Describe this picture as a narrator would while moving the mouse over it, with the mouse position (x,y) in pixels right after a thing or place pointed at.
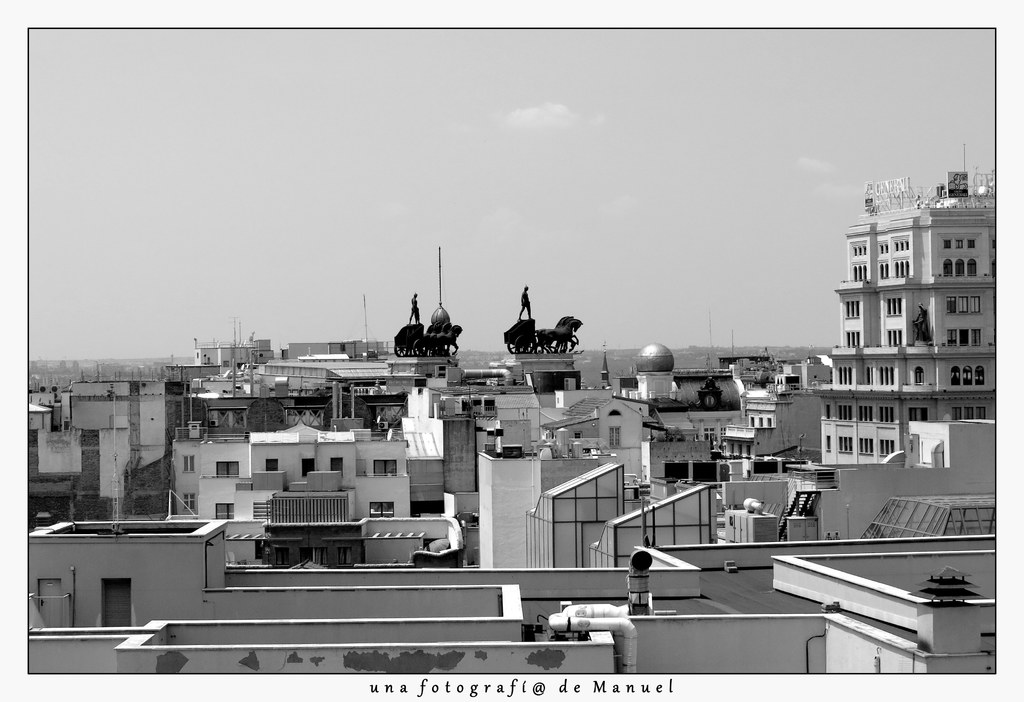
In the picture we can see many houses (87,447), buildings (320,444) and on one building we can see two horse carts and besides, we can see a huge building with many windows (891,419) and in the background (626,212) we can see the sky (604,203) with clouds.
